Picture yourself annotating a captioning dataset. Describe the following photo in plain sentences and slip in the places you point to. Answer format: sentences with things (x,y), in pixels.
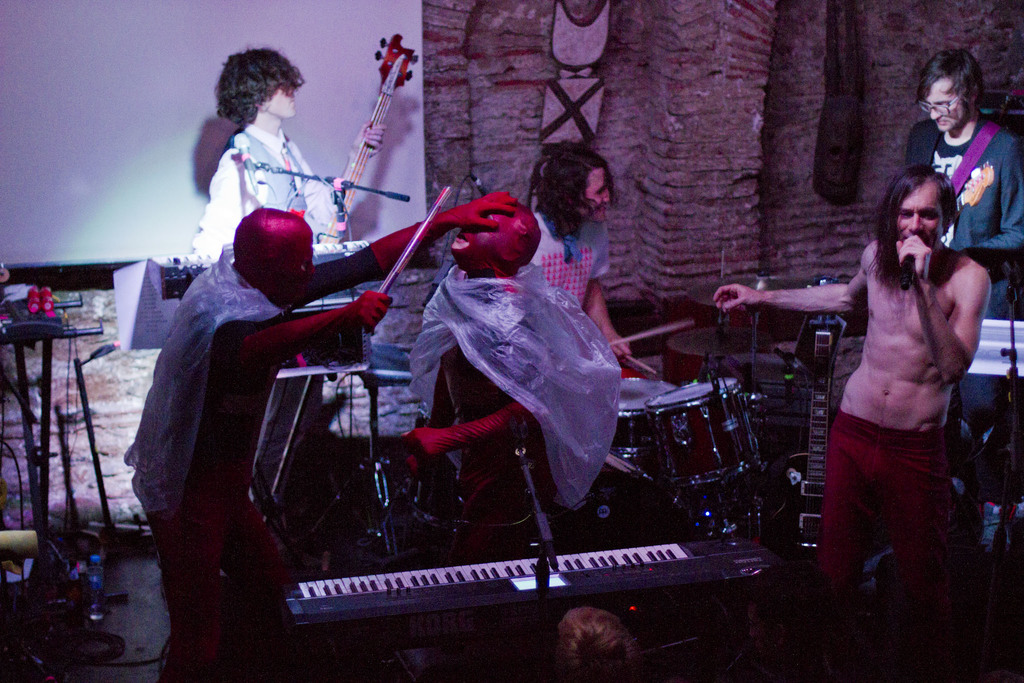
The person (843,486) wearing red pant (898,490) is singing in front of a mic (906,268) and the people (954,160) in the background (943,144) are playing music and the people (263,368) in red costumes (464,409) are standing in front of a piano (496,585).
